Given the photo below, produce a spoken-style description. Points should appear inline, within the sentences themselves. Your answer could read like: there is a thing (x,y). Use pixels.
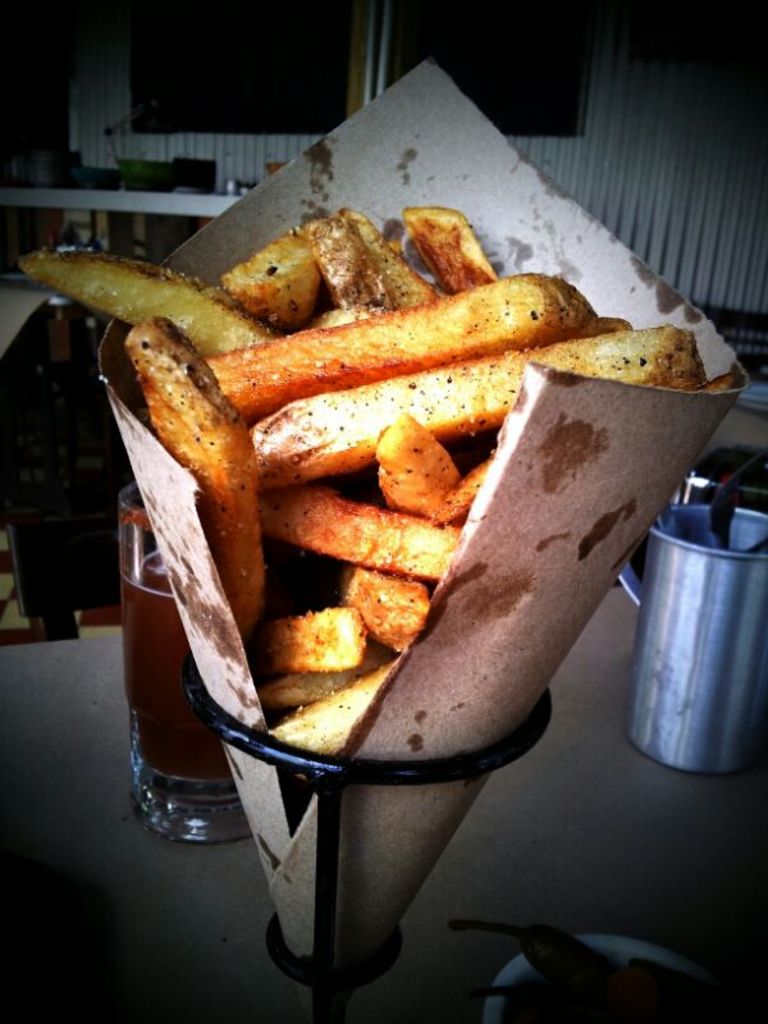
In this image there is a paper roll (403,658) having few fries (372,539) are on the stand (358,776) which is on the table (627,841) having a glass (176,757) and a jar (702,719) are on it. Glass (205,804) is filled with drink (210,768). Background (51,205) there is a rack (209,207) having few objects (114,174) in it. Behind there is a frame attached to the wall (701,170).
